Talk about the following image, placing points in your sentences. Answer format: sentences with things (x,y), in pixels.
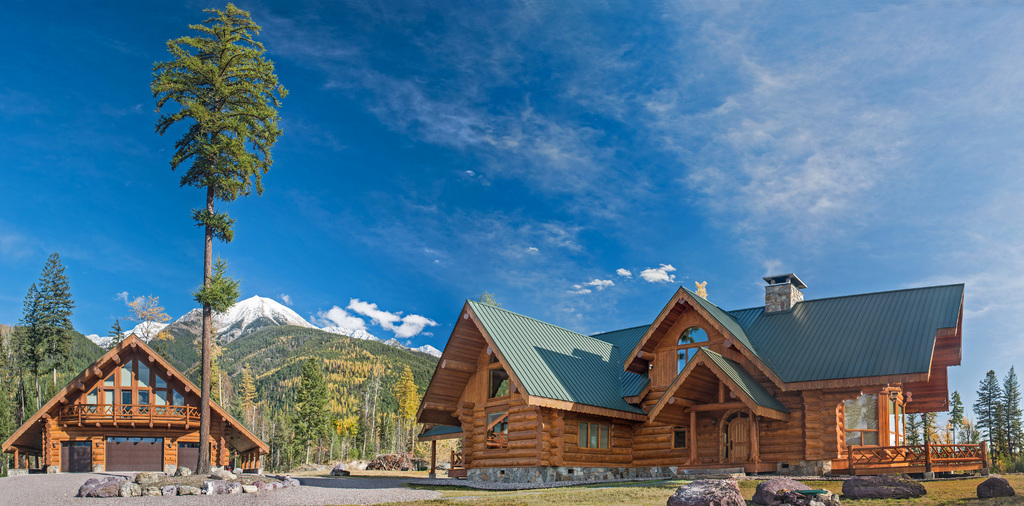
In this image there is sand (261,499). There is grass (634,503). There are houses (564,472). There are trees (358,349) in the background (57,299). There are stones (715,497). There are mountains (295,333) in the background (285,345). There is a sky (497,190).
